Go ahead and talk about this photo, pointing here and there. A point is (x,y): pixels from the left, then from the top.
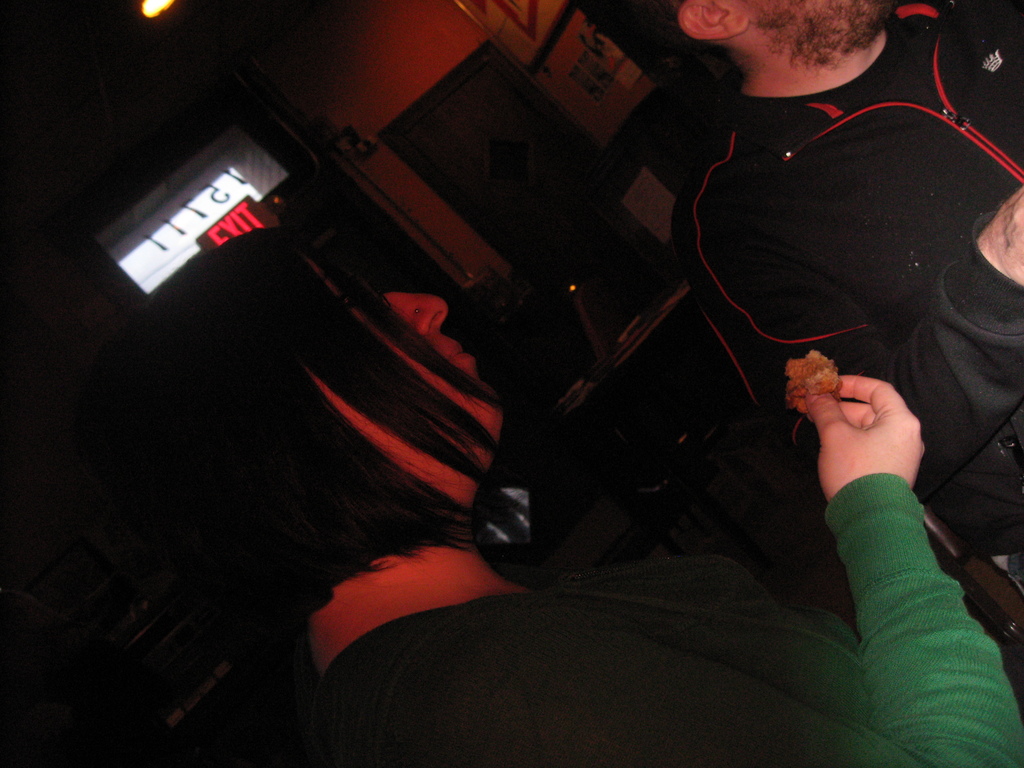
In this image I can see two people (707,738) with green and black color dresses (901,226). I can see one person (262,374) is holding the brown color item (799,389). In the background (243,232) I can see the exit board (215,243) and the door (428,167) to the wall (389,101). I can also see the light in the top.
